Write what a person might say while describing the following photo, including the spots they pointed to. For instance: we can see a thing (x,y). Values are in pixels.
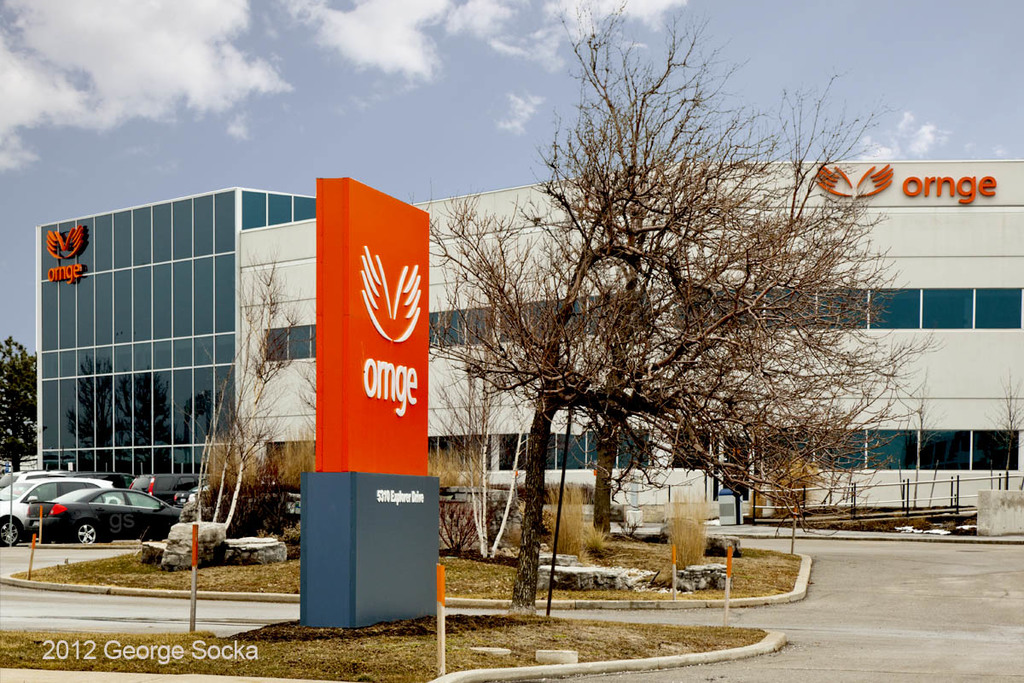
In this image there is a building (287,344), in front of building (124,453) there are vehicles (176,507), poles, road (55,549), boards (352,359), trees (750,484) visible, at the top (486,89) there is the sky (525,125).
